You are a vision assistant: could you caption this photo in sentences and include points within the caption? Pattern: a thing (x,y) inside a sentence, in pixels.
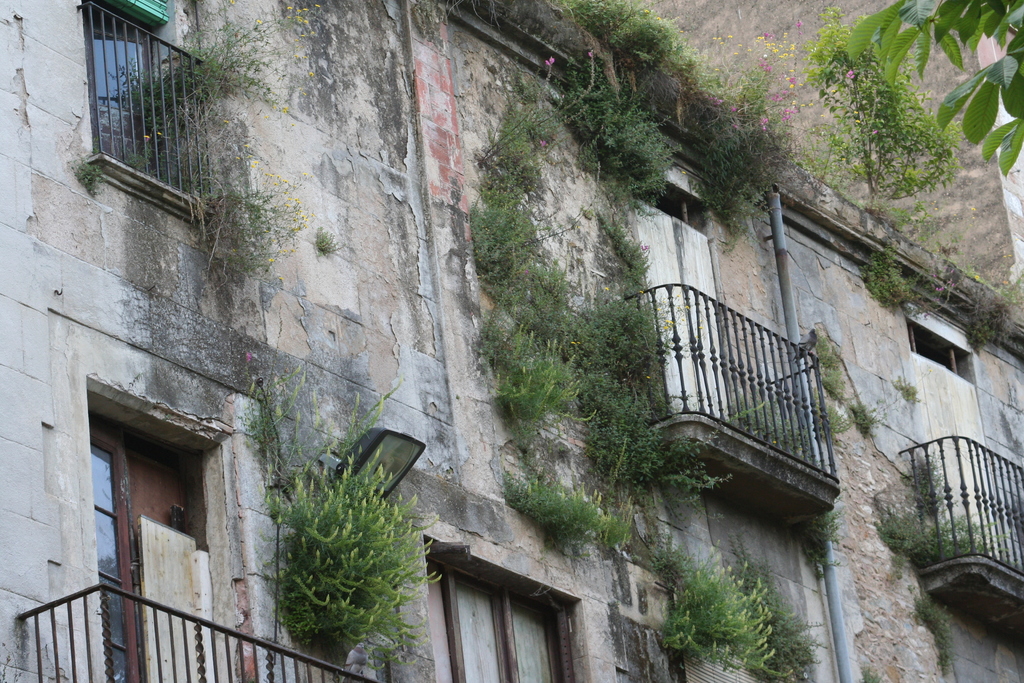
The picture consists of a building (769,242), in the building (398,280) there are plants (353,530), pipe (778,256), windows (135,70), shrubs (211,165), flowers (788,109) and a brick wall (234,434). On the right (893,48) there are leaves (946,50) of a tree (972,87).
